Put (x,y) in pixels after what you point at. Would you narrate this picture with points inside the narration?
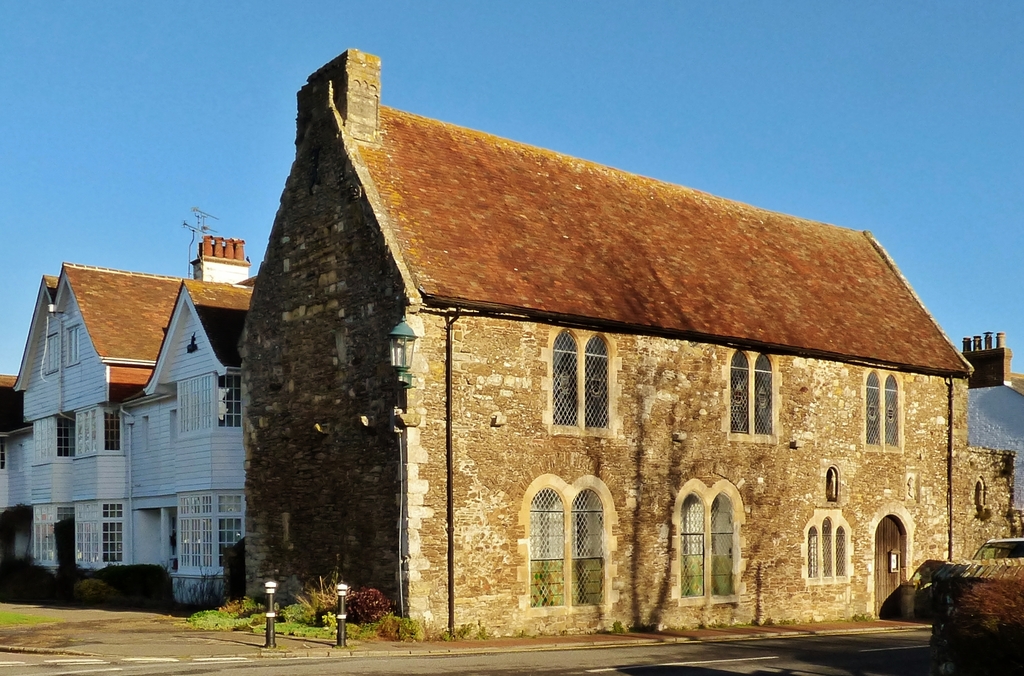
In this image, we can see buildings (221,465). There are poles (343,617) at the bottom of the image (270,612). In the background of the image (738,158), there is a sky (692,108).
